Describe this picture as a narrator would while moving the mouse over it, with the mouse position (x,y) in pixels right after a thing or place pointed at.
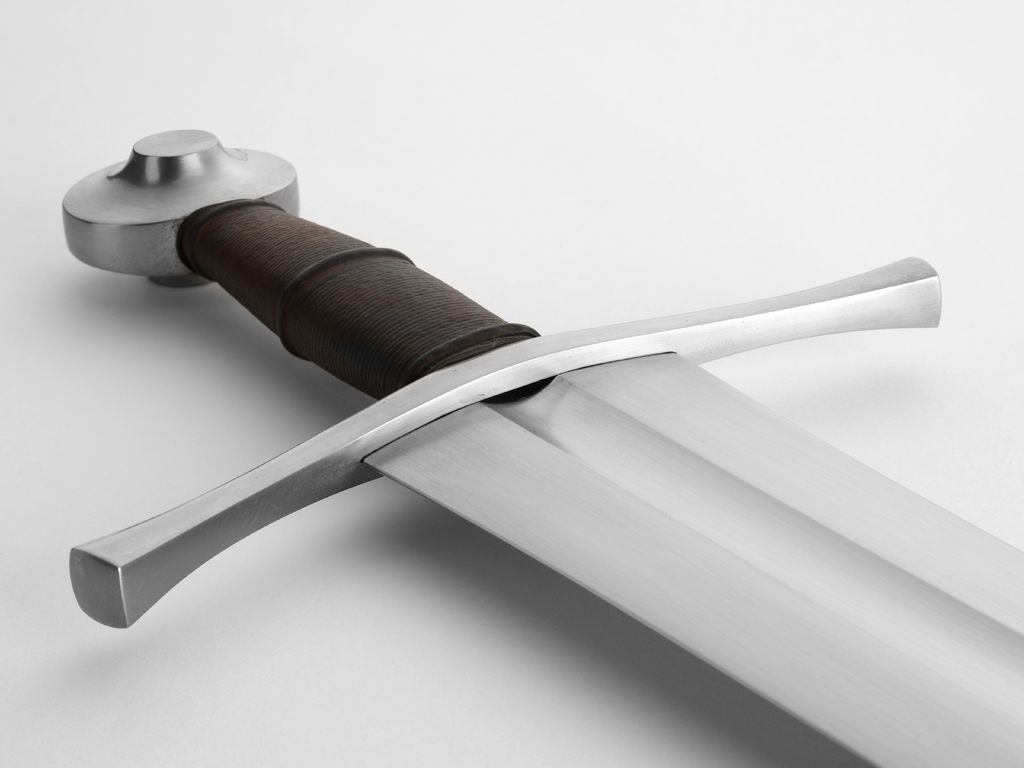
Here we can see sword (666,546) on white color surface (324,651).
